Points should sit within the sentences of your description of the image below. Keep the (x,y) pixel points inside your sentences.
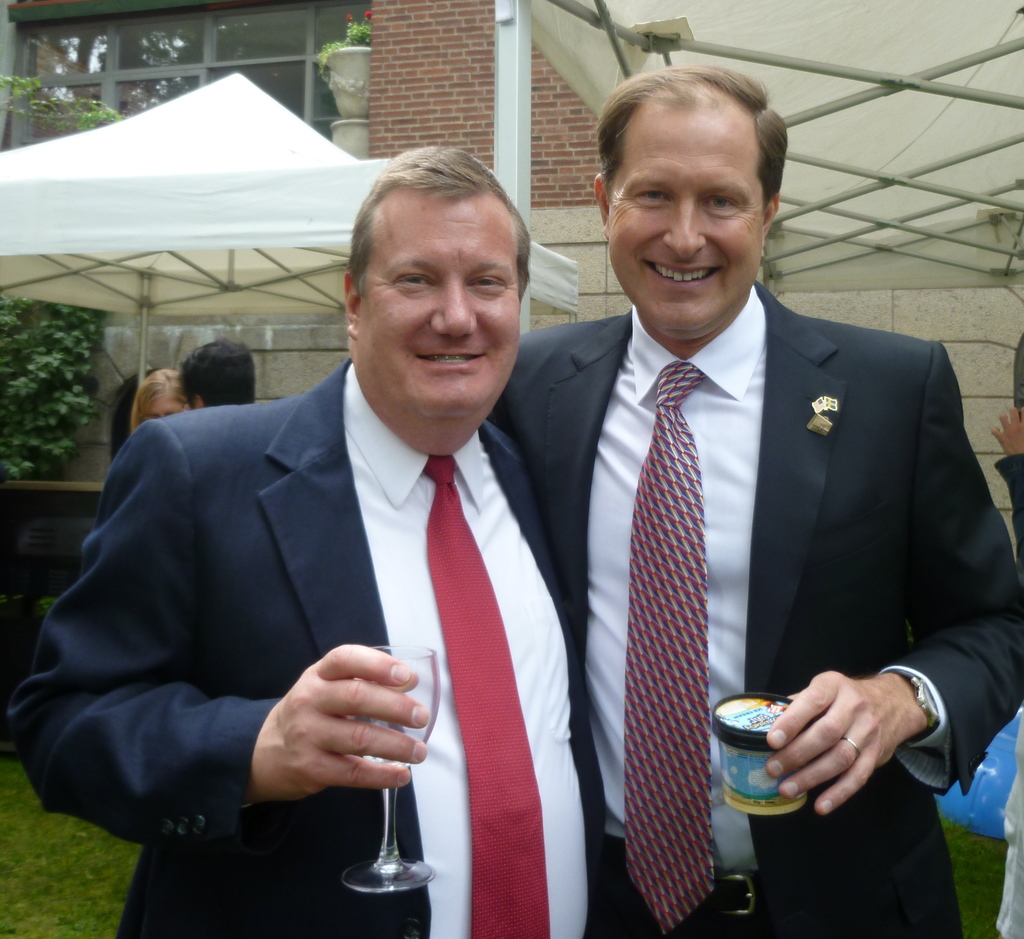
In this picture there are two men (521,532) wearing a black coat (760,681) holding the glass (404,762) in the hand (400,779). smiling and giving a pose into the camera. Behind there is a white canopy shed (326,165) and brown color brick house (403,82).
